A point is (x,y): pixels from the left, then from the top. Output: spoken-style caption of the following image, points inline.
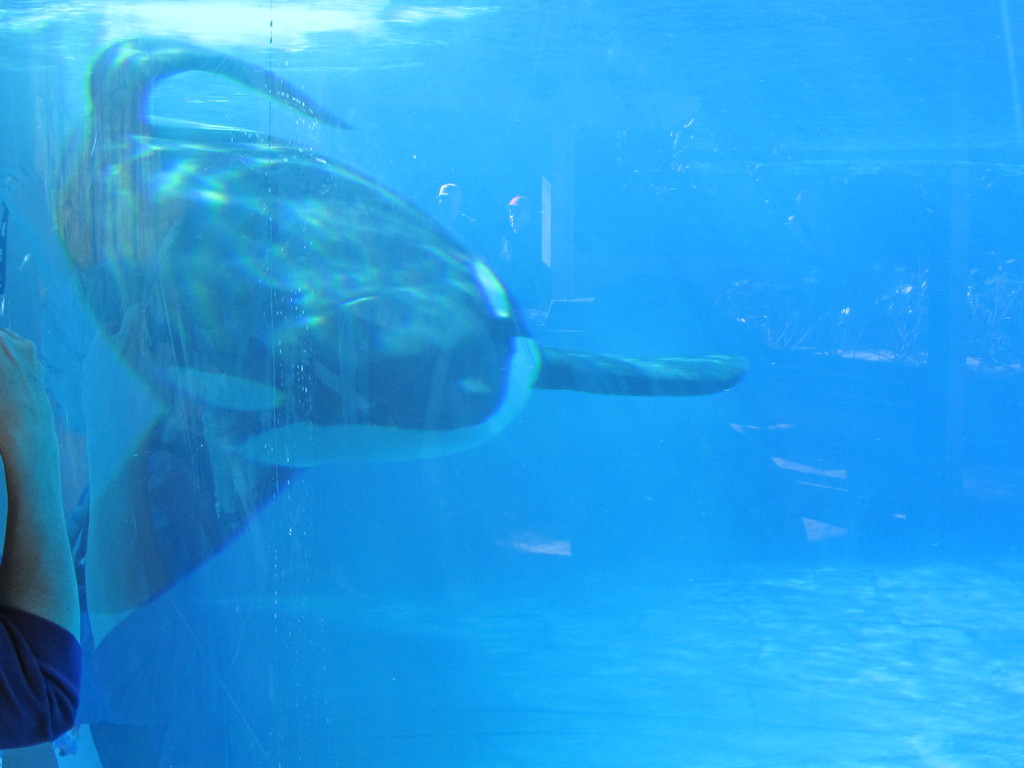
In this picture we can see a whale (162,521) in water (807,152) and in the background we can see two persons (454,186).
